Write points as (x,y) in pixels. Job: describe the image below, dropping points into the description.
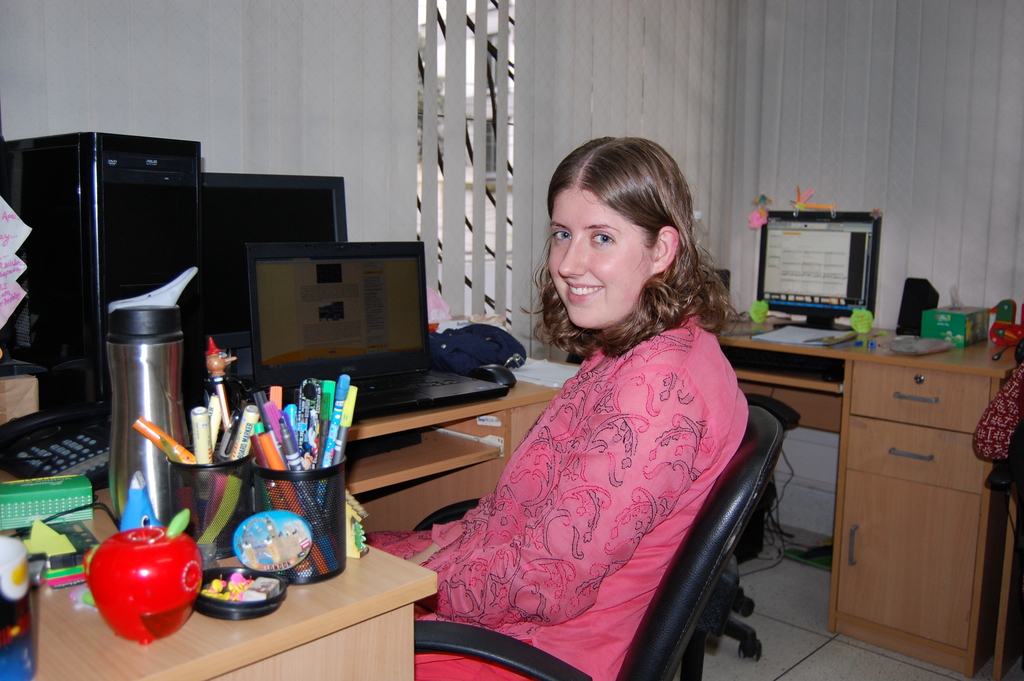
This picture describe about the inside view of the cabin (502,215) in which one woman (616,367) wearing pink t-shirt (598,520) is watching towards the camera, On the table (332,623) we can see the computer screen (287,327) and pen holder (178,484), Behind a wooden table (764,323) and computer screen (773,256) with sticky notes (759,209) and white blinds (884,251) on the Glass window (512,103).
